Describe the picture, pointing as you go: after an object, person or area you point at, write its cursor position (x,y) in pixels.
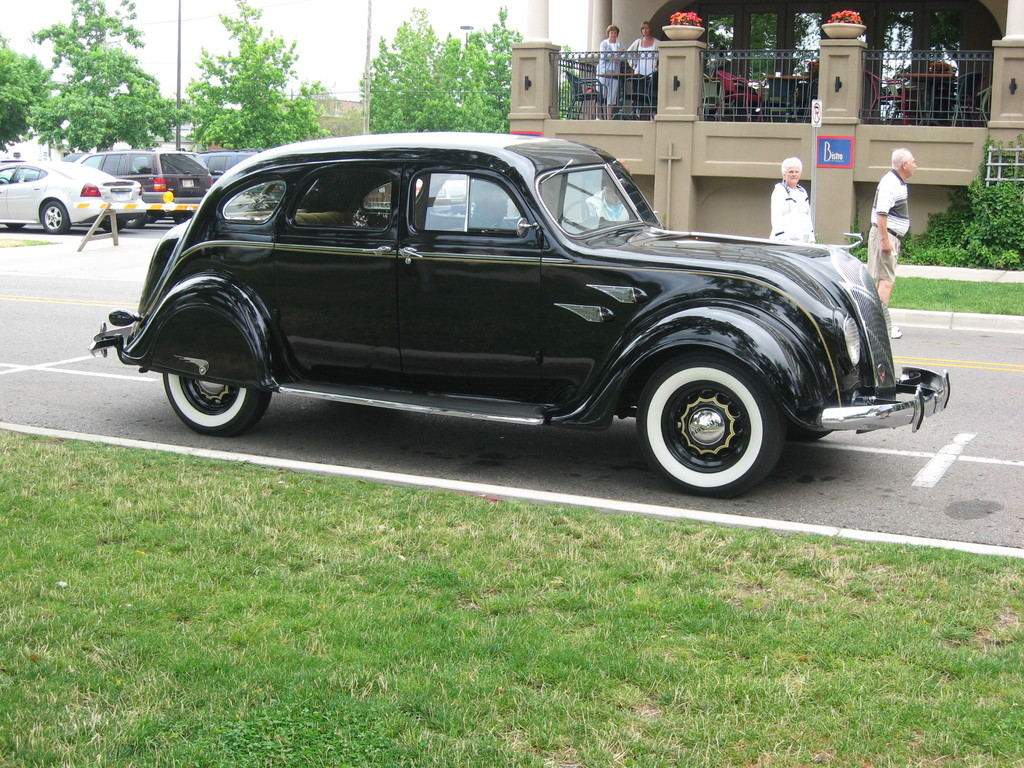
In this picture I can see few vehicles (171,296) are on the road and also I can see few people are walking on the road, side there is a house (598,50) in which we can see few people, around there are some houses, trees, grass (60,516).
